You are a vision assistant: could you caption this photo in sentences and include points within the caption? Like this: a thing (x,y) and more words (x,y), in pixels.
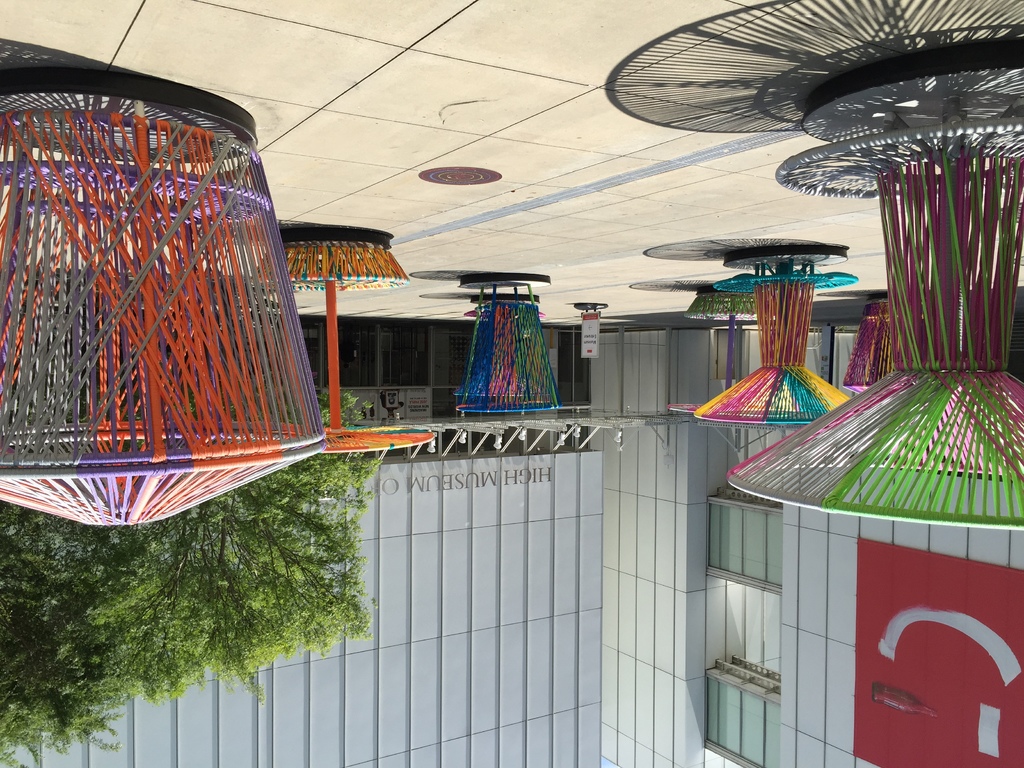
In this image I can see the colorful objects (526,364) on the ground (413,128). In the background (544,501) I can see the buildings (477,553) and trees (146,605).
